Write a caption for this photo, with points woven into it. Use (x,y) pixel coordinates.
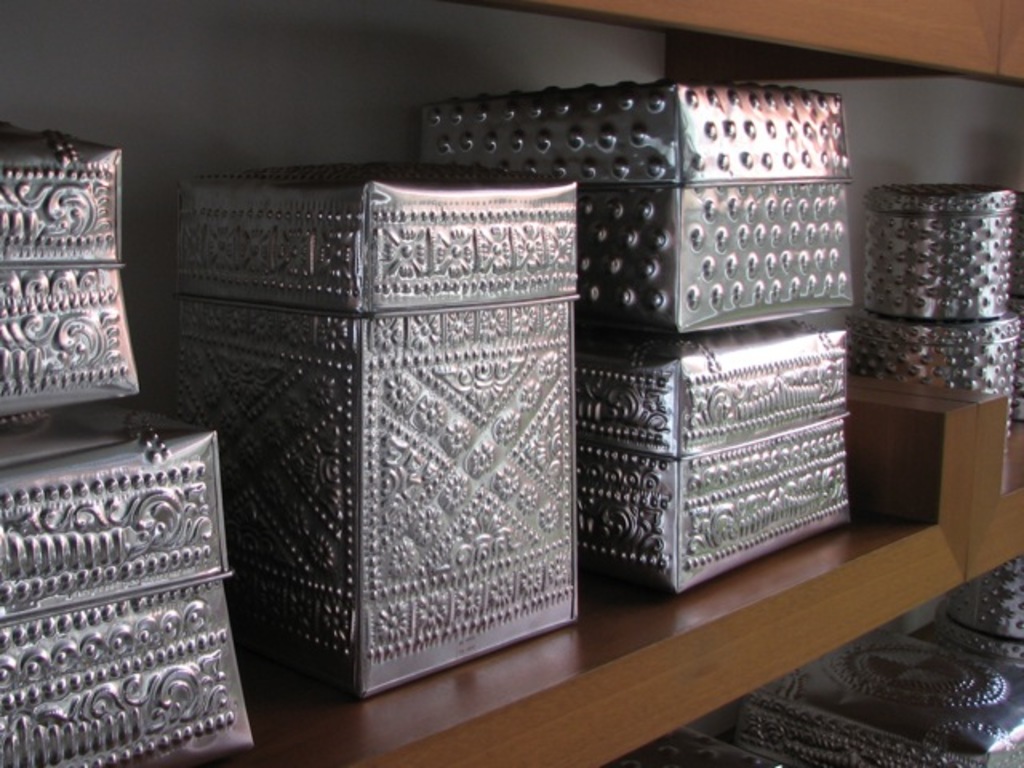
At the bottom of the image (537,744) we can see a table (895,410), on the table (357,740) we can see some boxes (768,136). Behind them we can see a wall (41,47).
